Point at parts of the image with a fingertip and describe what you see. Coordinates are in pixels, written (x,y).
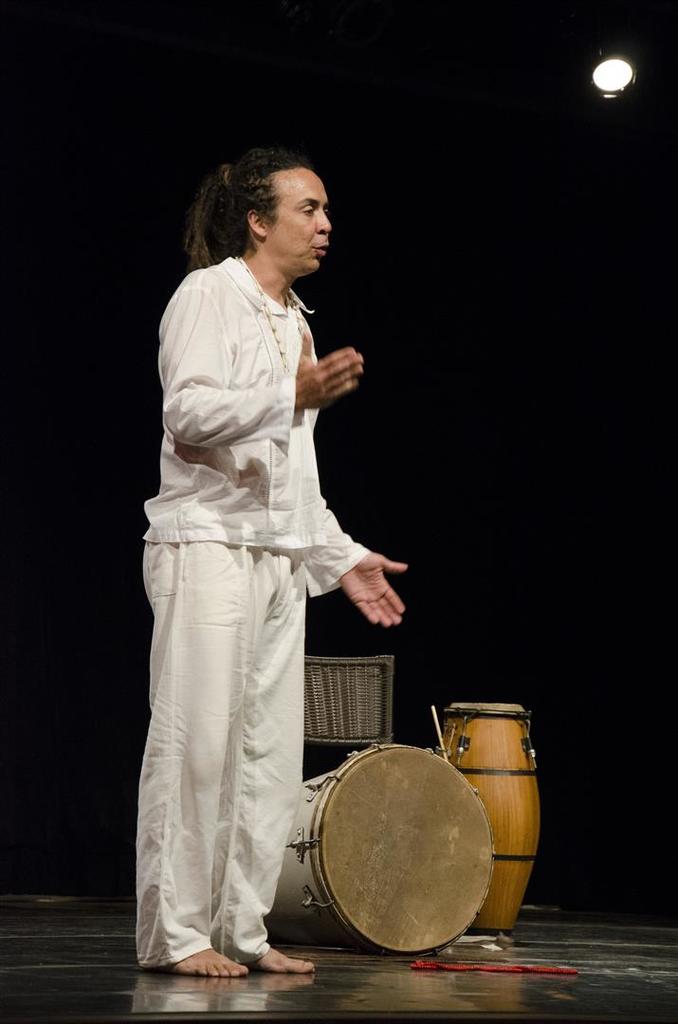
In the picture we can see a person (164,699) standing with a white clothes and talking something doing an action with hand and beside the person (215,965) we can see some musical instruments (498,889) and to the ceiling (543,66) we can see a light (614,87).
